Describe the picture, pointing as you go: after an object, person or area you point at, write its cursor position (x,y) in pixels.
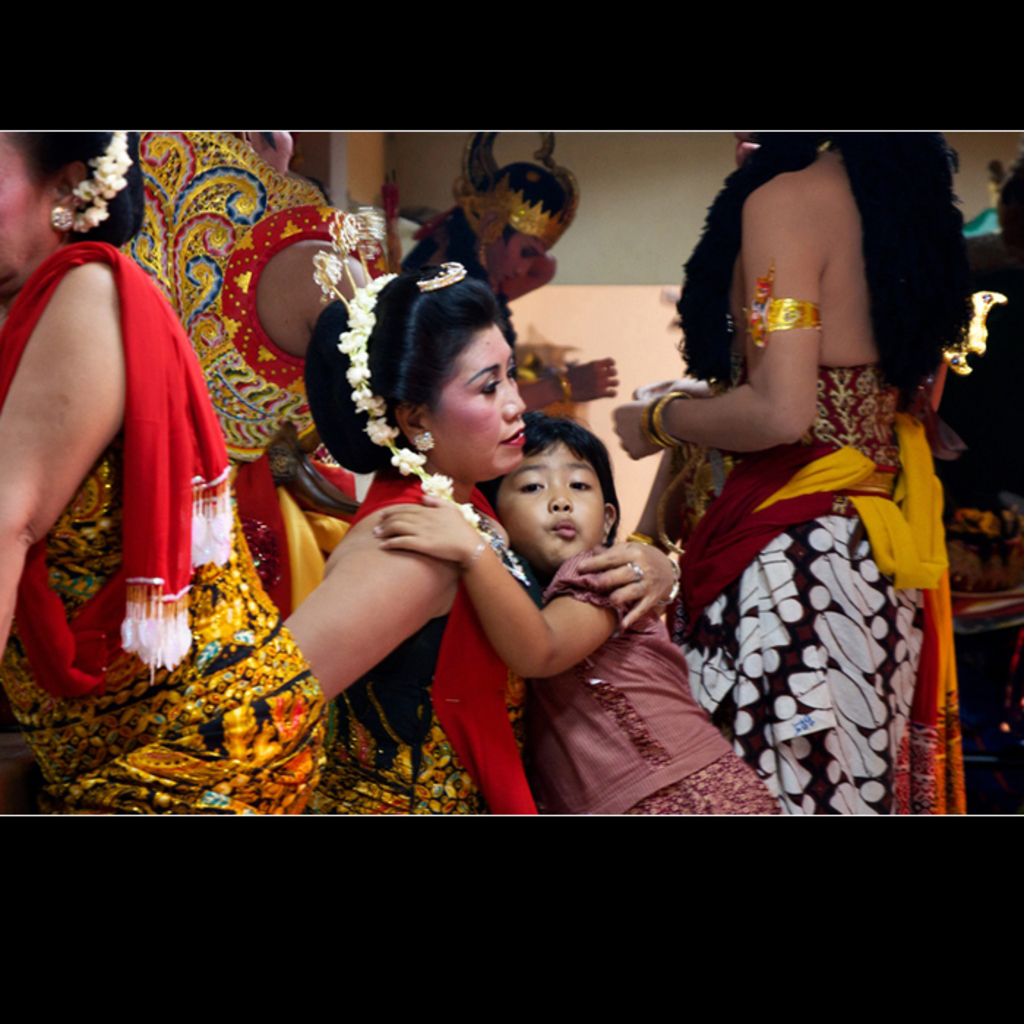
In this image we can see some group of persons (365,303) wearing different costumes (374,504) standing and some are sitting.
